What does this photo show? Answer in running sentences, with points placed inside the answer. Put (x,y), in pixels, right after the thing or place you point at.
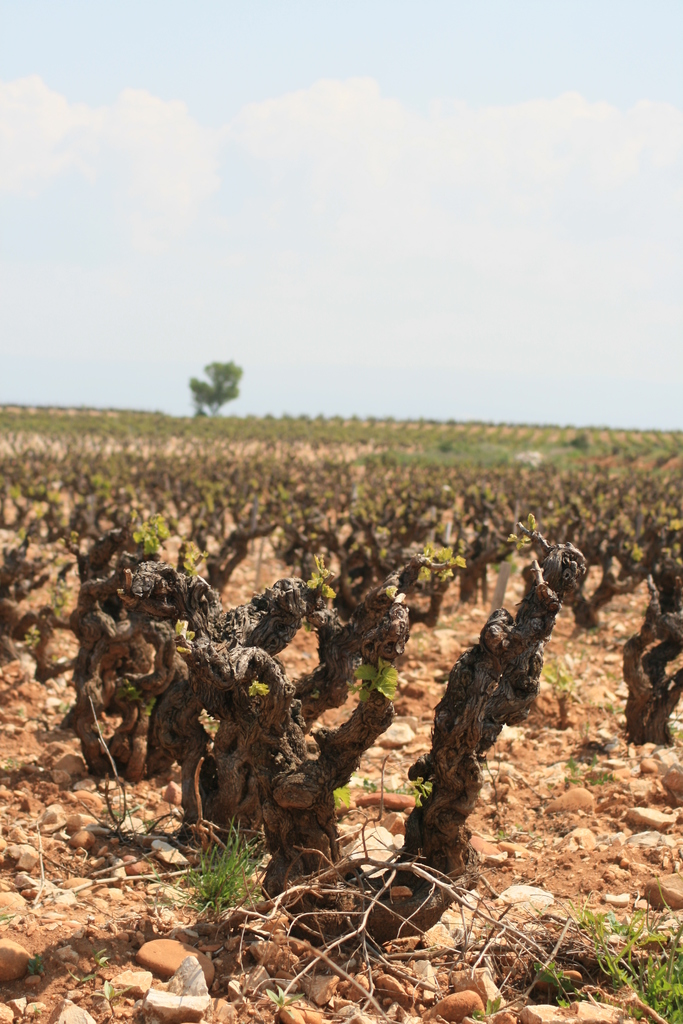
In this image we can see ground (634,946), stones (553,1009), grass (641,982), plants (664,708), and a tree (221,385). In the background (243,337) there is sky (301,260) with clouds (598,114).
